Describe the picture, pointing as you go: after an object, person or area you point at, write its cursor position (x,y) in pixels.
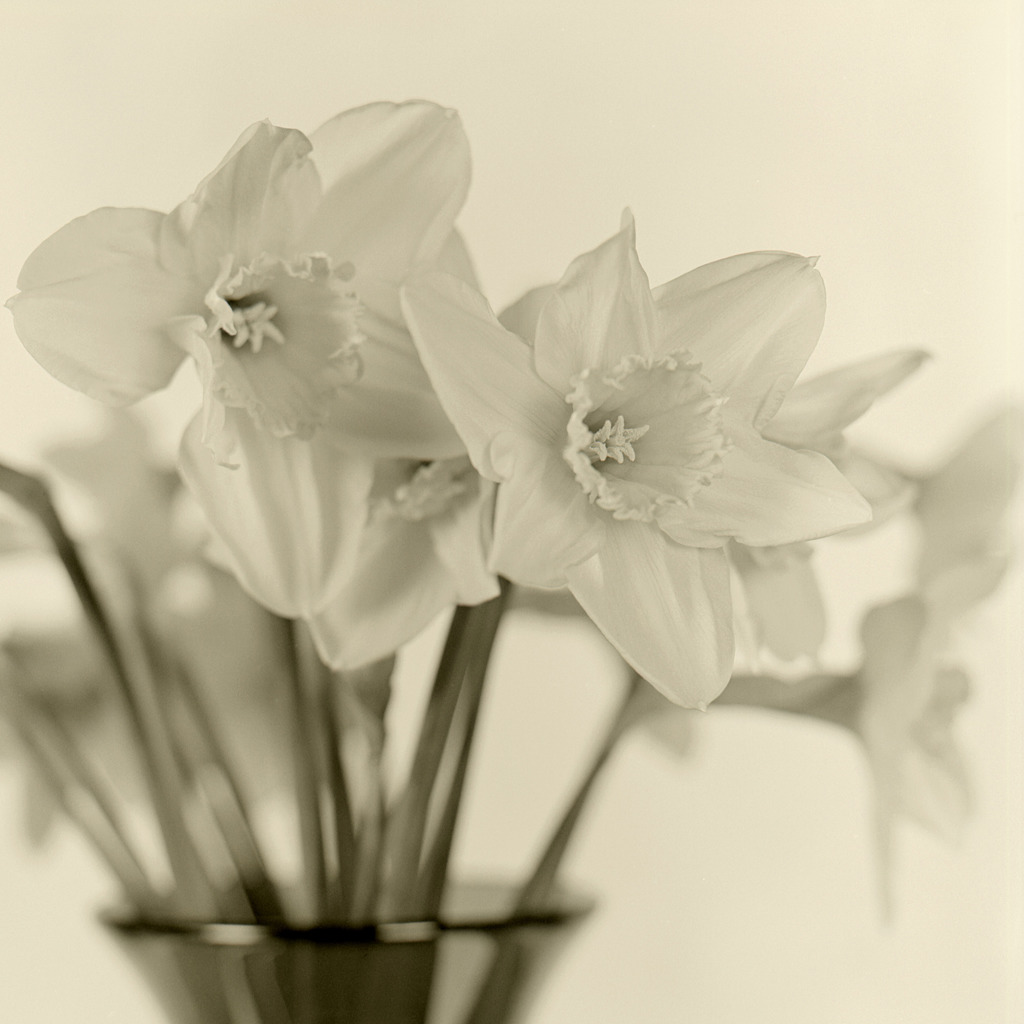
This picture shows a flower pot (359,978) and we see a white color background (540,31). Flowers (615,245) are white in color.
